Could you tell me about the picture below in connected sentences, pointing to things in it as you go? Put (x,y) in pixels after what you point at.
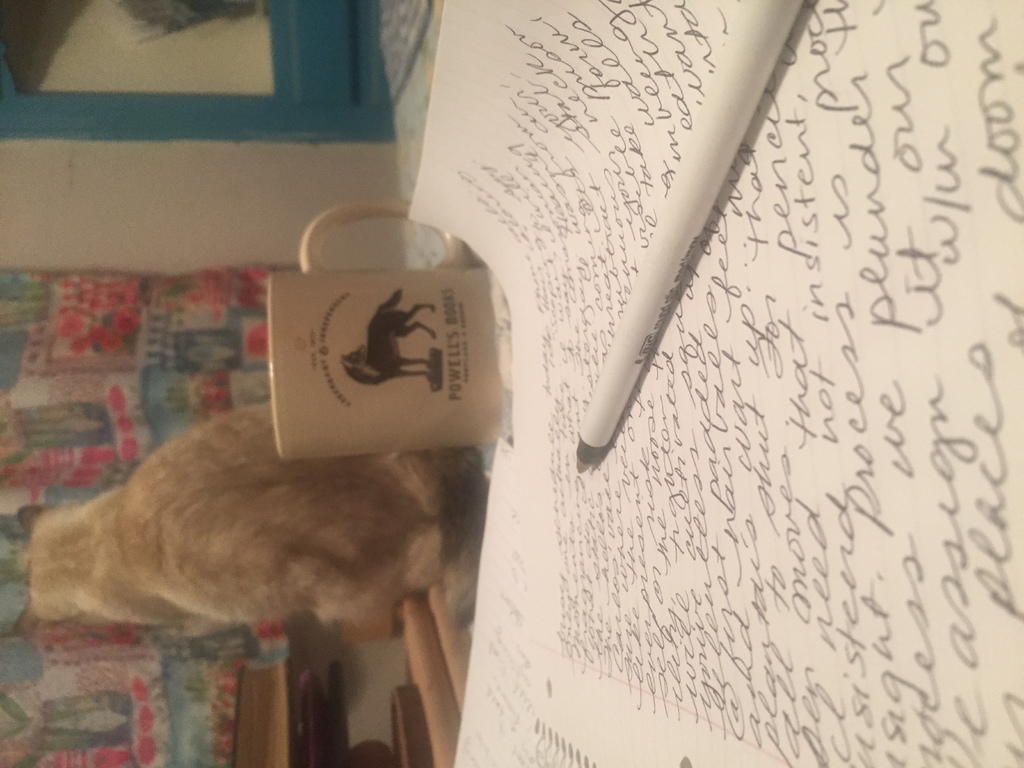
In this picture we can see a pen (644,354) on the paper (701,570), beside to the paper (529,358) we can find a cup (353,360) and a cat (303,489), in the background (167,352) we can see curtains (160,339).
